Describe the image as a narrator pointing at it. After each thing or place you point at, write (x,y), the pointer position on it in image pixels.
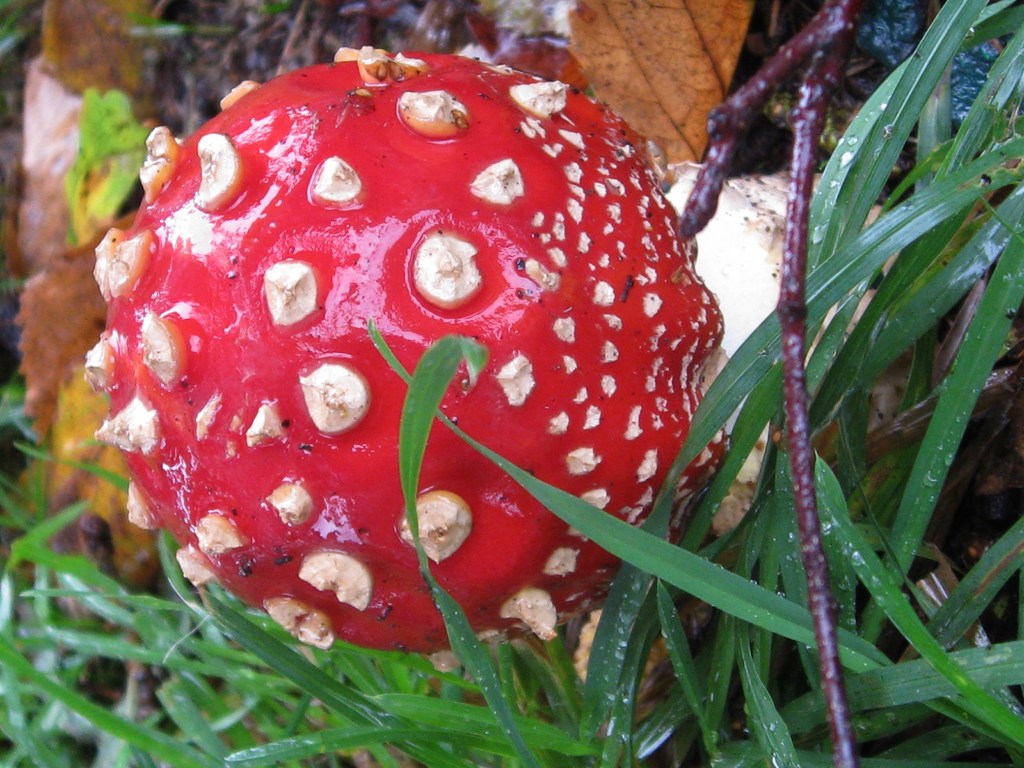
In this image we can see a red color mushroom (593,239) and grass (789,540).
